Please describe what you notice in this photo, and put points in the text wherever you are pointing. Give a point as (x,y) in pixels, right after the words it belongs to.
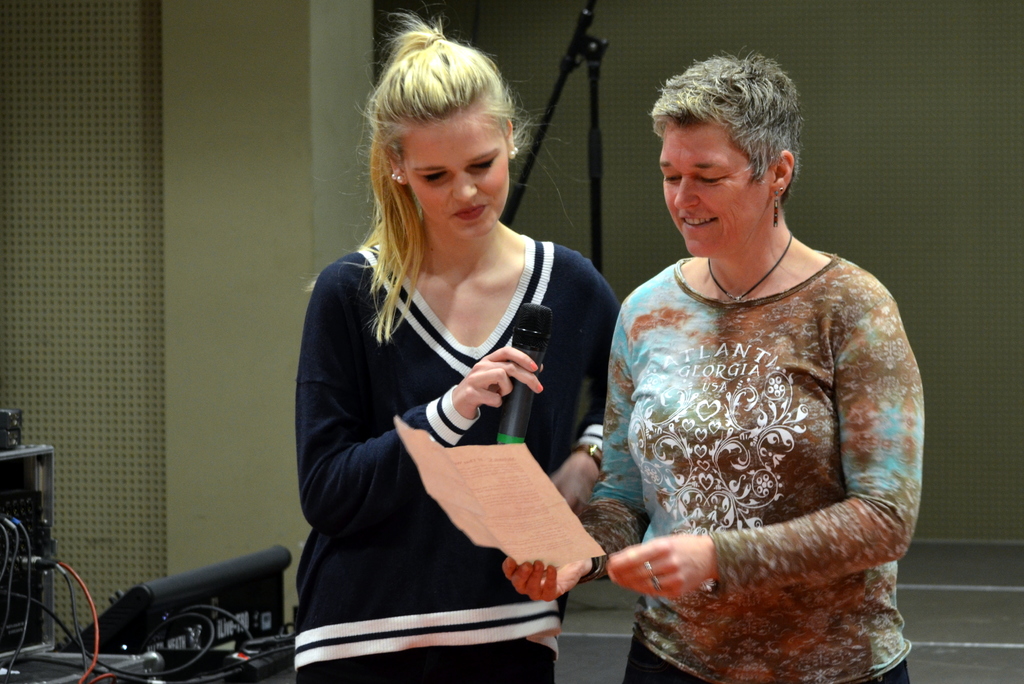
In this picture there is a woman (608,429) standing and smiling and holding the paper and there is a woman (440,601) standing and smiling and holding the microphone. At the bottom left (271,568) there are devices (209,570) on the table (41,681). At the back (241,35) there is a stand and there is a pillar (256,33). At the bottom (988,667) there is a floor (1001,631).
